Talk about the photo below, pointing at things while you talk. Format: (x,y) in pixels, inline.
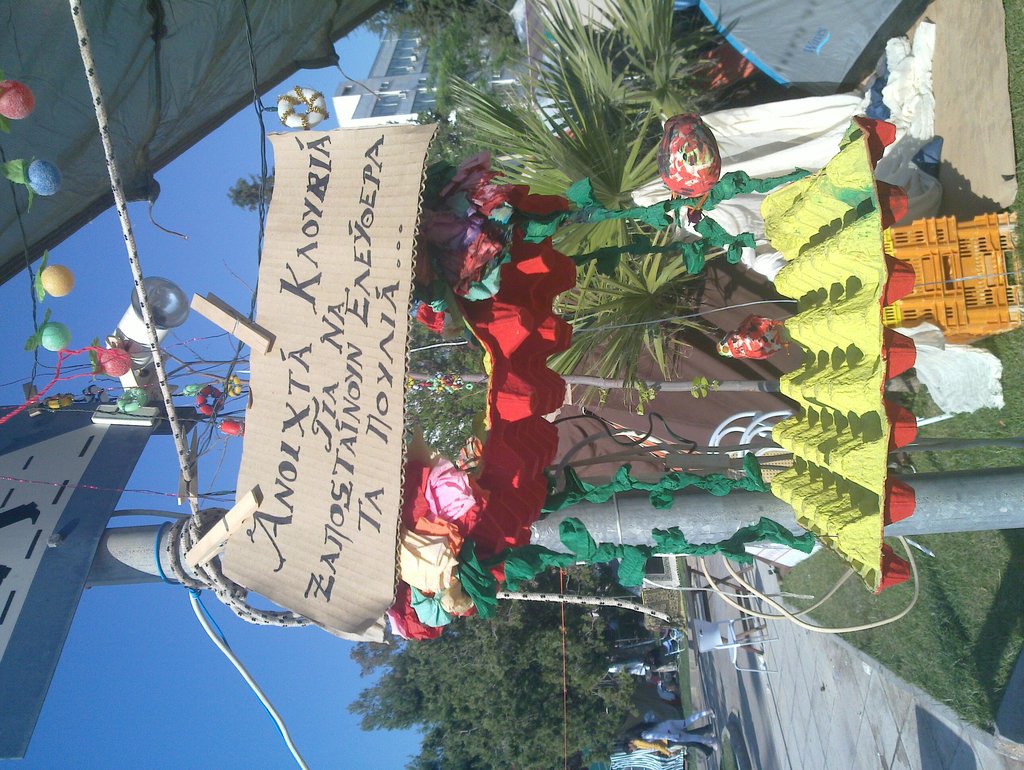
This image is clicked outside. There is sky (149,478) on the left side (115,591). There are trees (456,691) at the bottom (513,716). There are chairs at the bottom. There are plants (569,177) in the middle (629,350).
